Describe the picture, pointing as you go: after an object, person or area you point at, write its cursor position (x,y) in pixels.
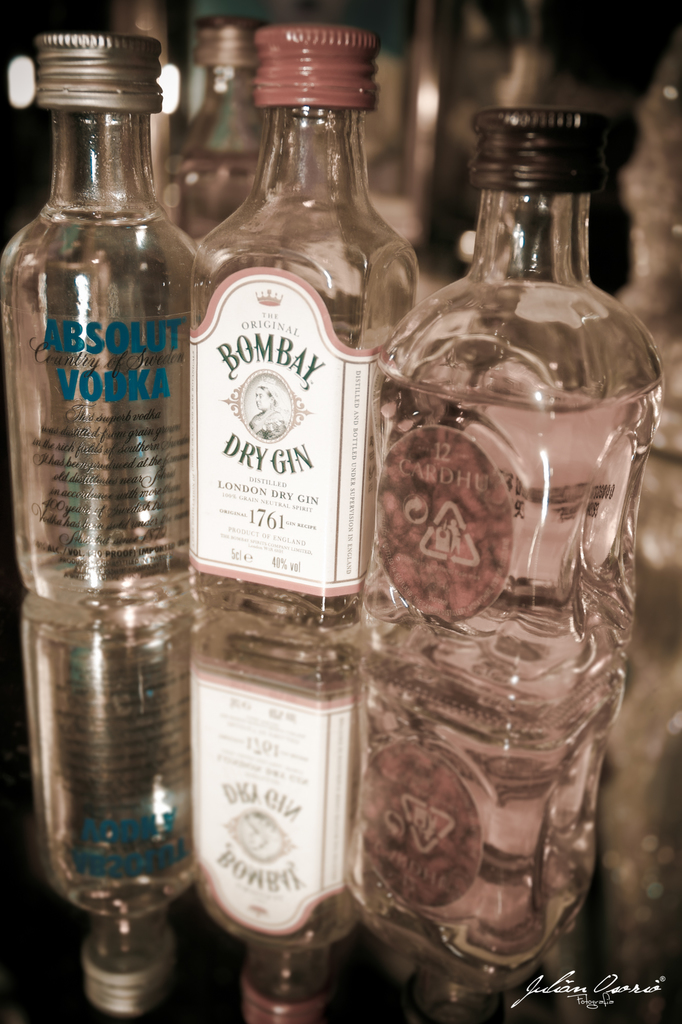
In this picture there three bottles (352,506) kept on the table (312,684), the first one is Absolut vodka (130,385), second bottle (269,375) is Bombay gin (239,379) and the last bottle (435,476) is Cardhu (453,478).
